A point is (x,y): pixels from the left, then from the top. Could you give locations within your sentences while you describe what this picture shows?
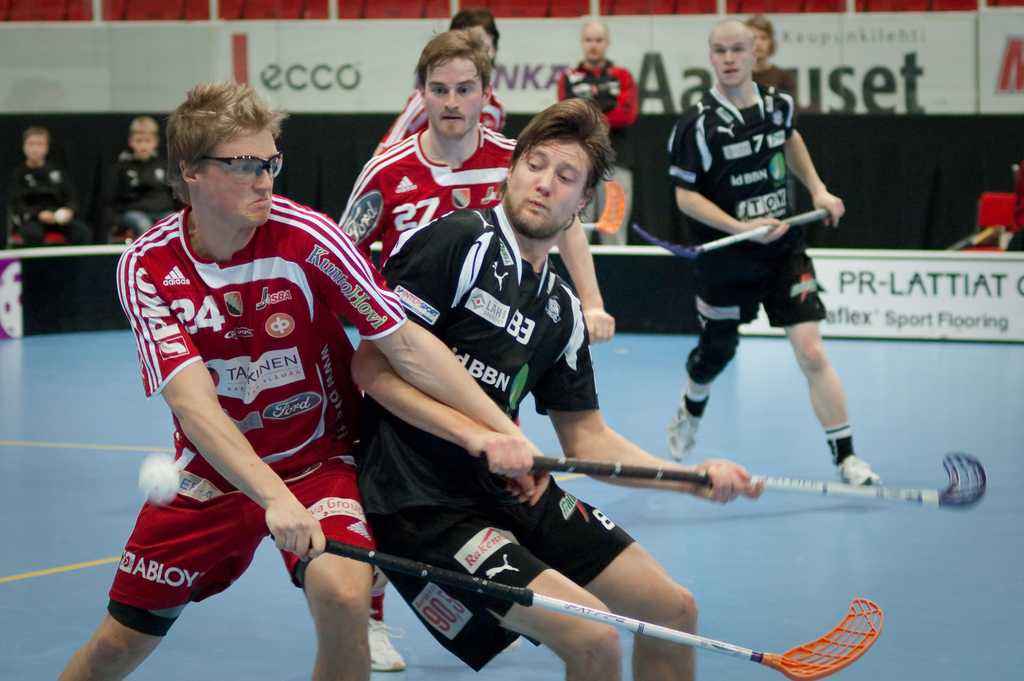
In the center of the image (551,227) we can see persons (336,302) playing hockey on the ground (1008,487). In the background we can see chairs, persons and advertisements (407,58).
